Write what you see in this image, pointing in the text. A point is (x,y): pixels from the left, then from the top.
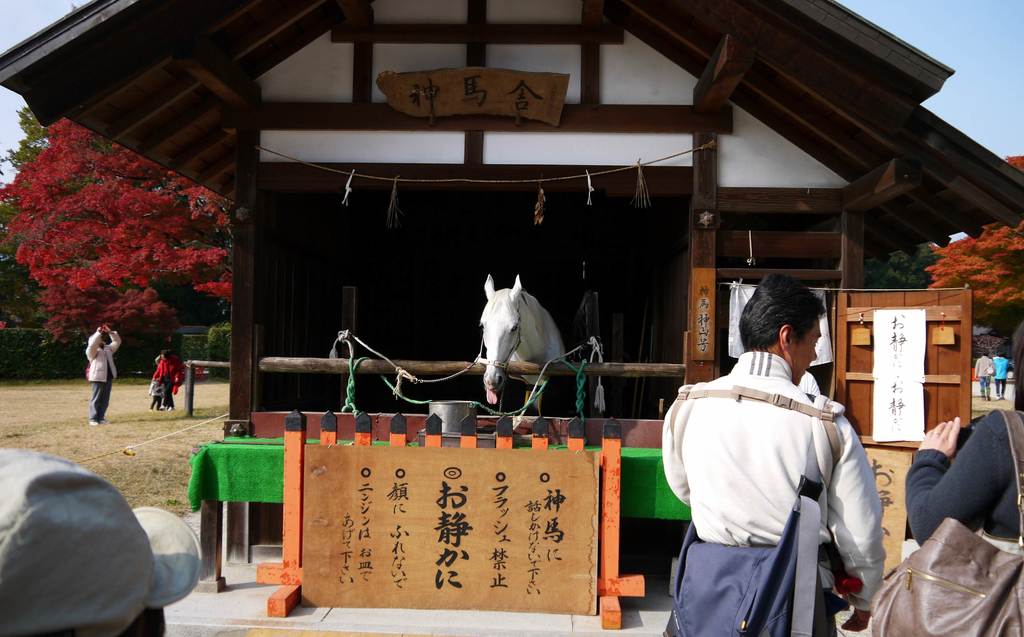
In this image, I can see a group of people (747,481) on the ground (509,625), boards (513,502), metal rods (573,433) and a horse (495,336) in a stable (672,343). In the background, I can see trees (190,281), plants (220,329) and the sky (987,61). This image is taken, maybe during a day.
